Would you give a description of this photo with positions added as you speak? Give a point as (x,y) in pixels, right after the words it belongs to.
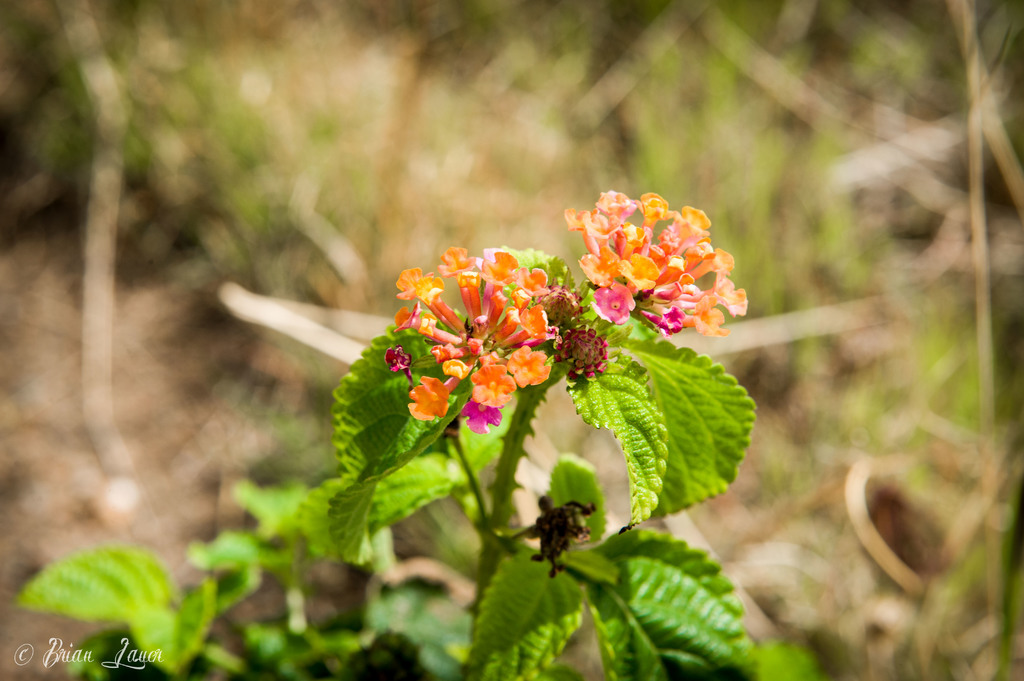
This is a zoomed in picture. In the foreground (140,597) we can see a plant (539,499) and the flowers (539,319). The background of the image (778,67) is blurry. At the bottom left corner (152,657) there is a watermark (100,658) on the image.
